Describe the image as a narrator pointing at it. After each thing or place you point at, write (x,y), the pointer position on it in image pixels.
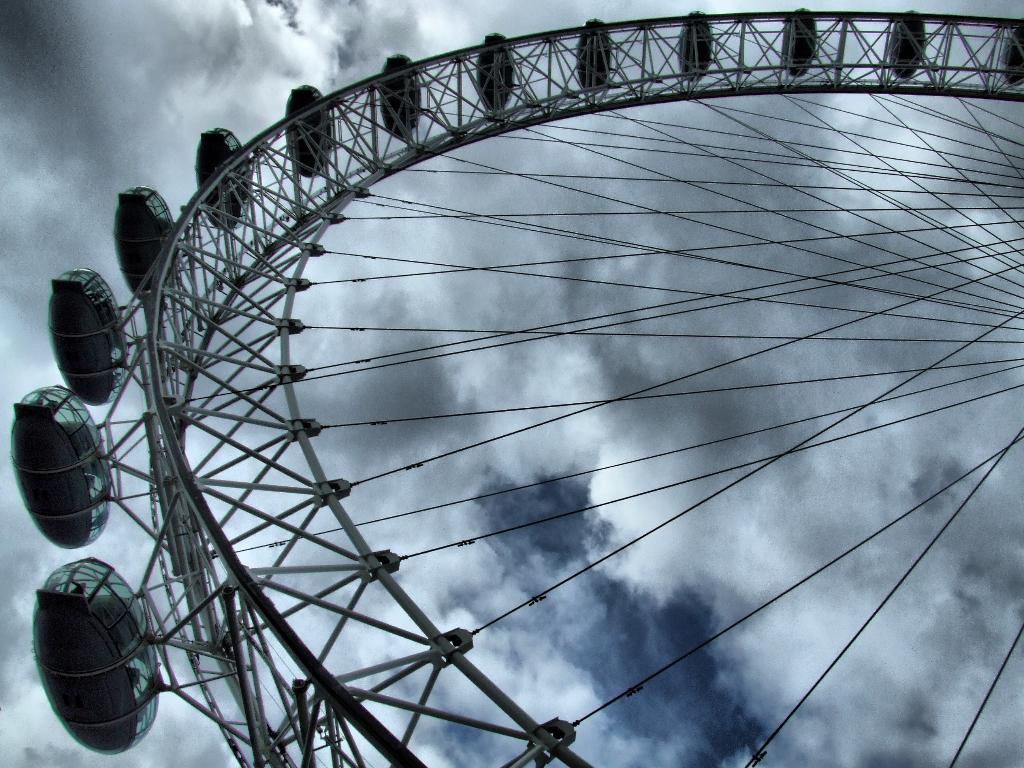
We can see a part of a giant wheel (426,698). In the background (518,522) there is sky (547,526) with clouds (611,532).
